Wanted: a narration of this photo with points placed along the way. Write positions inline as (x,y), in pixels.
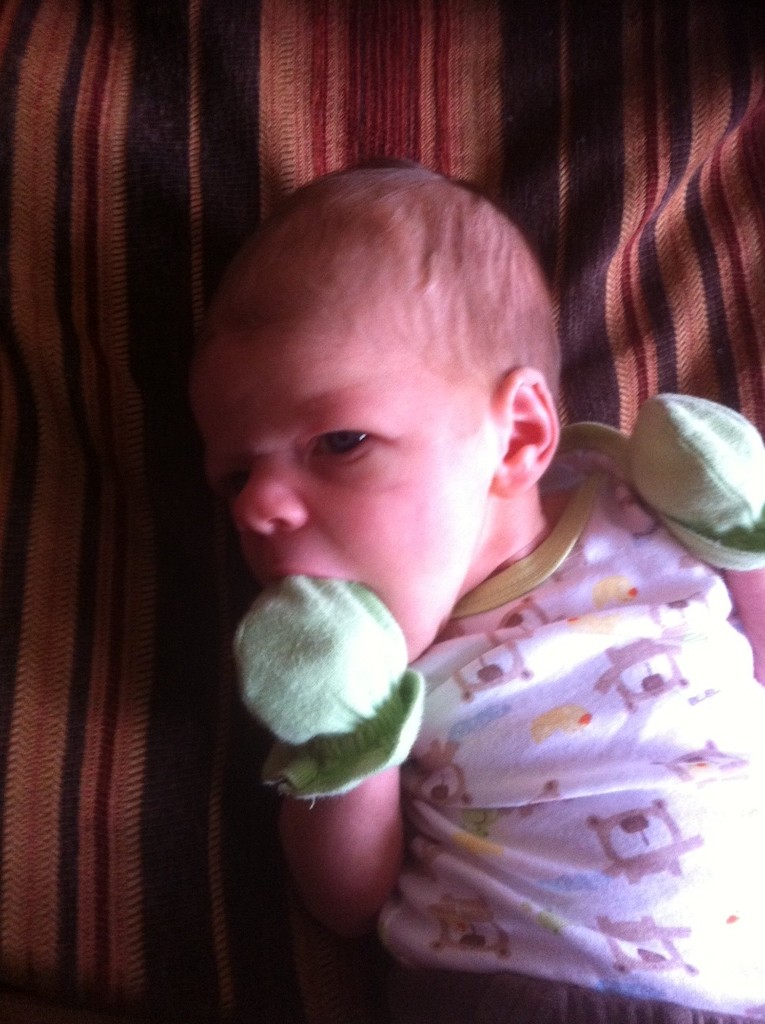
Baby (406,430) is lying and wore gloves (761,494).
